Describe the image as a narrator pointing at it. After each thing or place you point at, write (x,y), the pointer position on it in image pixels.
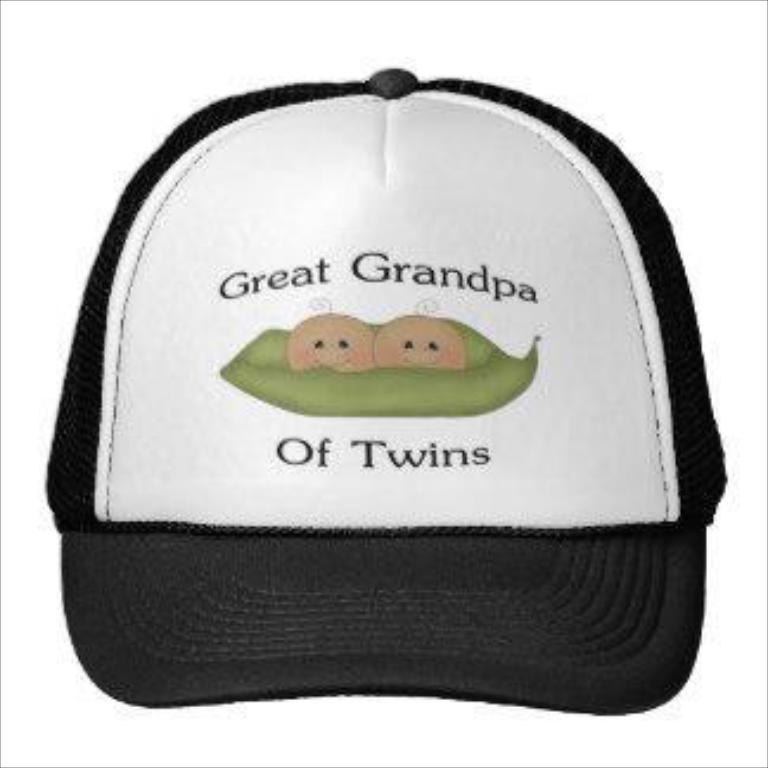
In this image I can see the cap (338,594) which is in white and black color. I can see something is written on the cap (374,439). I can see there is a white background (633,64).
